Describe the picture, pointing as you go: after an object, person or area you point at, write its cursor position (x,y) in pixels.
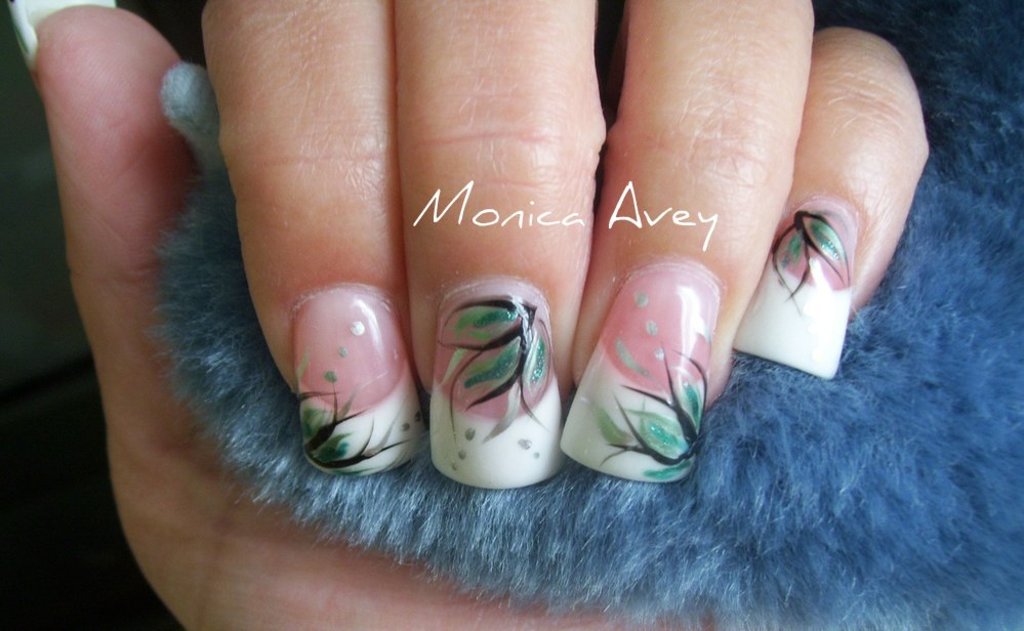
We can see blue color object (826,475) hold with hand (522,346) and we can see nail polish (661,366) on nails (318,314). In the background (25,62) it is dark.
